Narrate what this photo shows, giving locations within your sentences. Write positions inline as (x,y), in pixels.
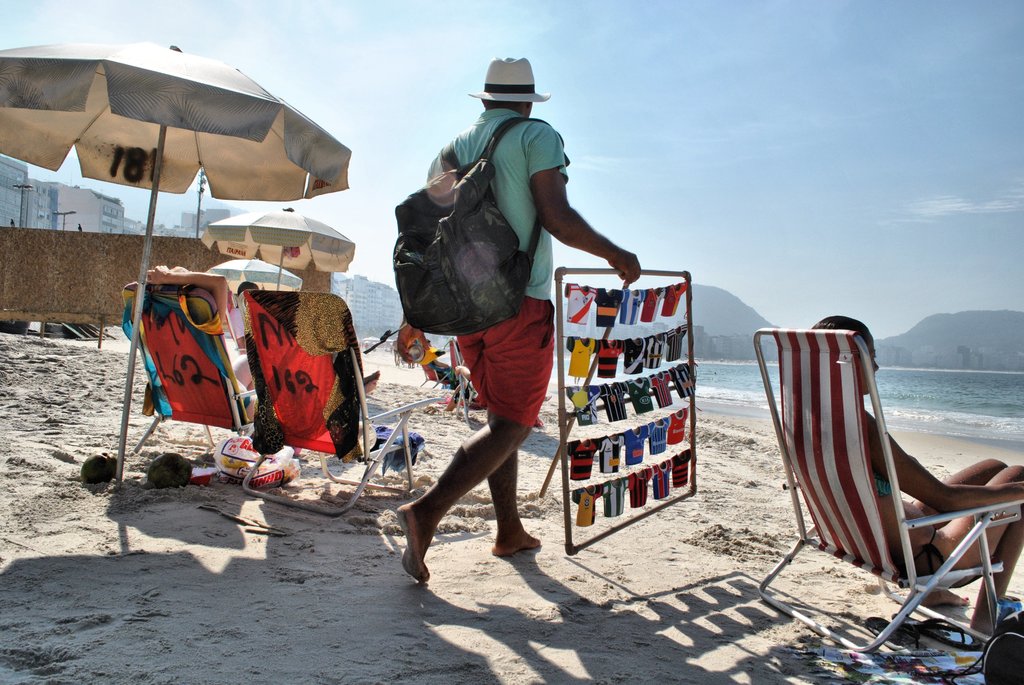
This picture is taken on a beach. On the right side (888,469) woman (918,487) is sitting on a chair (862,476) and is relaxing. In the center (510,349) man (527,215) is holding a stand (650,354) and wearing a bag (448,240) and hat (514,79) on his head (517,78). At the left side (201,155) there are tents (263,239) and two chairs (291,384), there are buildings (105,200). In a background (365,301) there are buildings (377,297), mountains (704,307), ocean (956,387). Sky (795,139) on the top (788,92).
